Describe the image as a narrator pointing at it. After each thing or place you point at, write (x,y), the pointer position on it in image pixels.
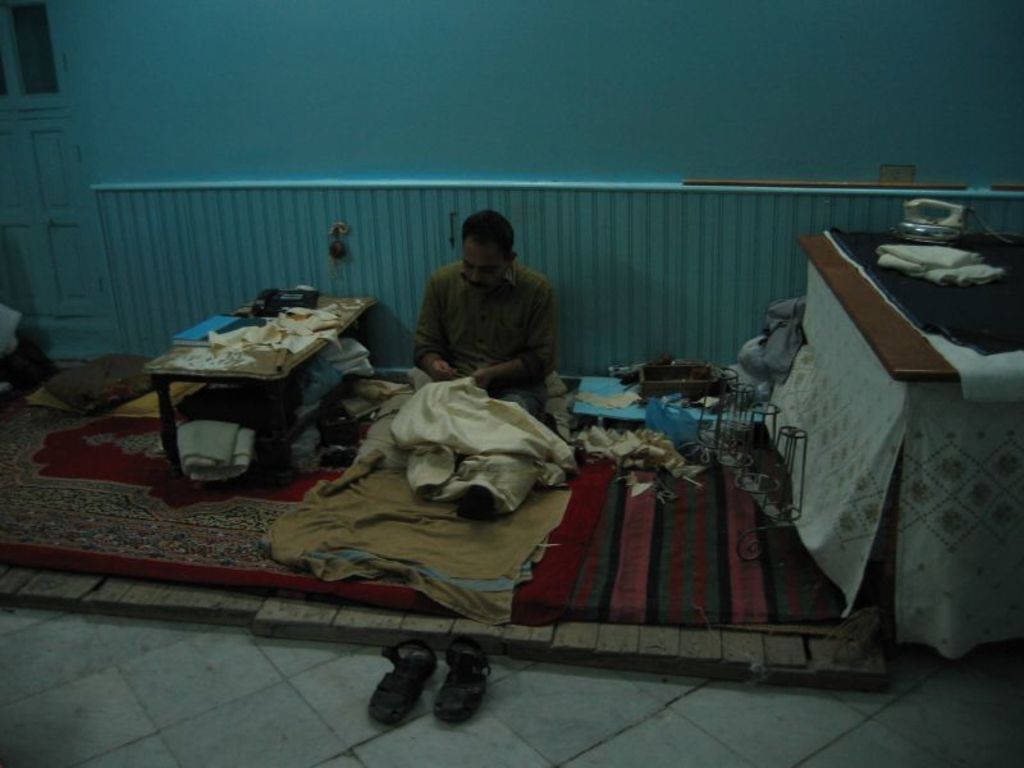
At the center of the image (477,364) there is a person (502,360) sitting on the carpet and he is doing some work, in front of this person (476,297) there is a blanket (394,524), in front of the blanket (439,601) there is a pair of a sandal (419,676). Beside the person (436,310) there is a table (282,389) and some stuff (240,351) on it. On the right side (709,379) there are some objects (685,412) placed on the carpet (763,466) and there is another table (937,326) with some stuff (972,351) on it. In the background (405,154) there is a wall (220,85) and a door (28,263).
